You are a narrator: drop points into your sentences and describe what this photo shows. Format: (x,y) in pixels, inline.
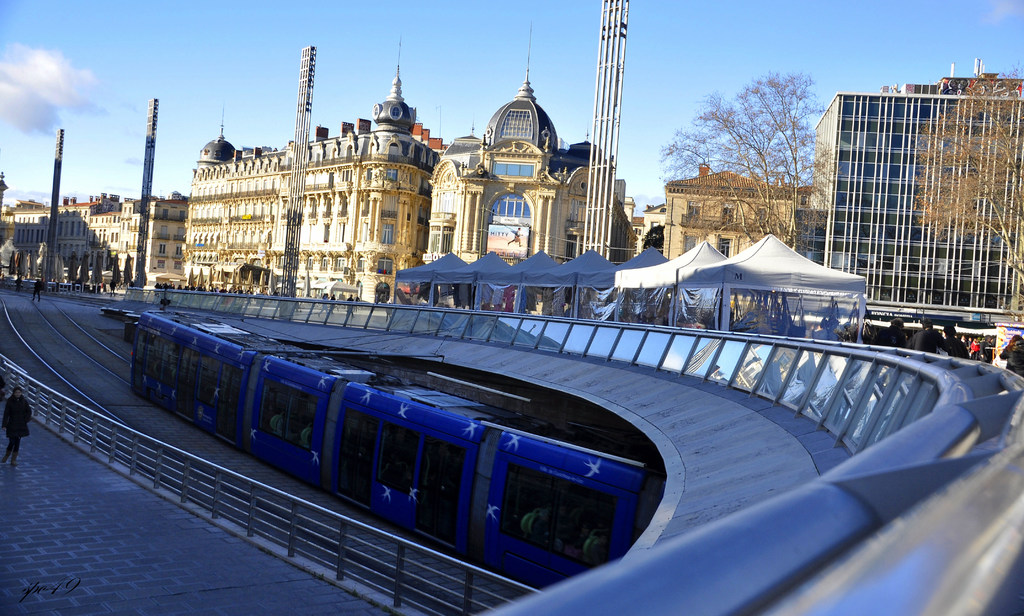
In this image there is a train (230,405) on a railway track (122,354) in the bottom of this image (460,475). There are some buildings (261,238) in the background (226,222). There are some trees (755,217) on the right side of this image (1021,308). There is a sky (211,50) on the top of this image (336,36). There are some persons (28,429) standing on the right side of this image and left side of this image (18,444) as well.
